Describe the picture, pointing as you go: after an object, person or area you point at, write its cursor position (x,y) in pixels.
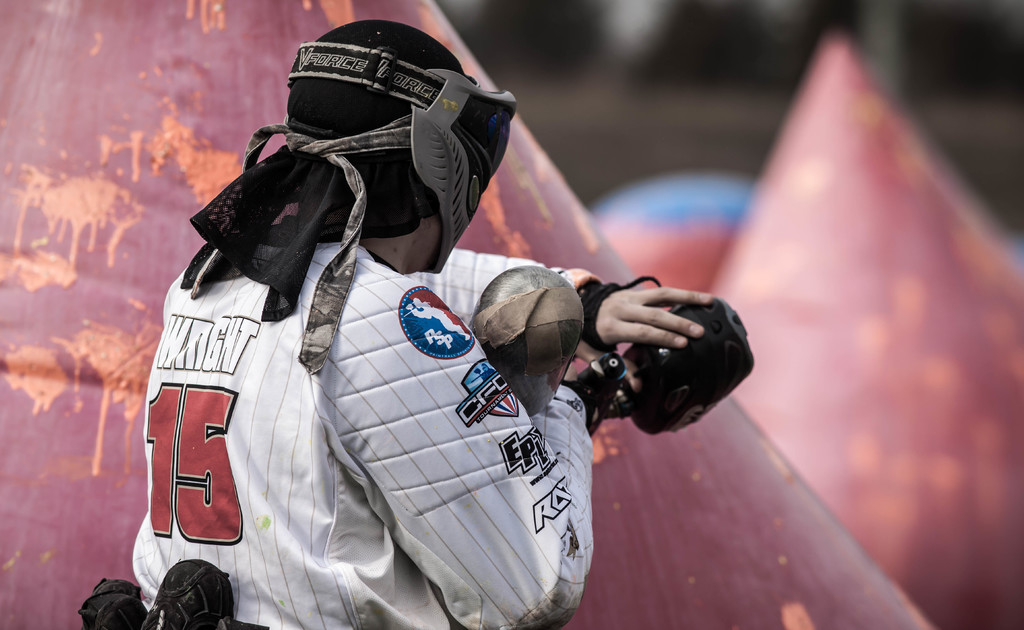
This image consists of a man (346,511) wearing a jacket (403,311) and a helmet (483,93). He is holding a paintball gun (637,358). In the background (985,401), there are objects (677,504) in the shape of a cone. The background (711,88) is blurred.
